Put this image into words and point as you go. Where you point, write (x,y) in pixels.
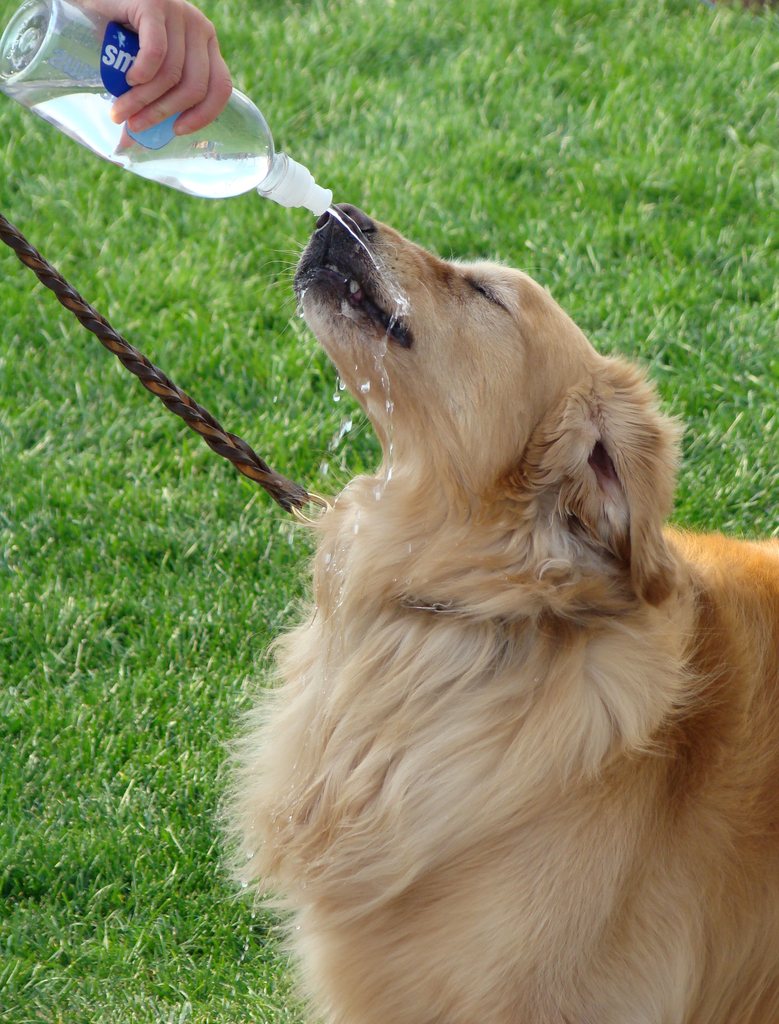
In this picture there is a dog (377,230) and person (153,65) is holding a water bottle (218,159).
